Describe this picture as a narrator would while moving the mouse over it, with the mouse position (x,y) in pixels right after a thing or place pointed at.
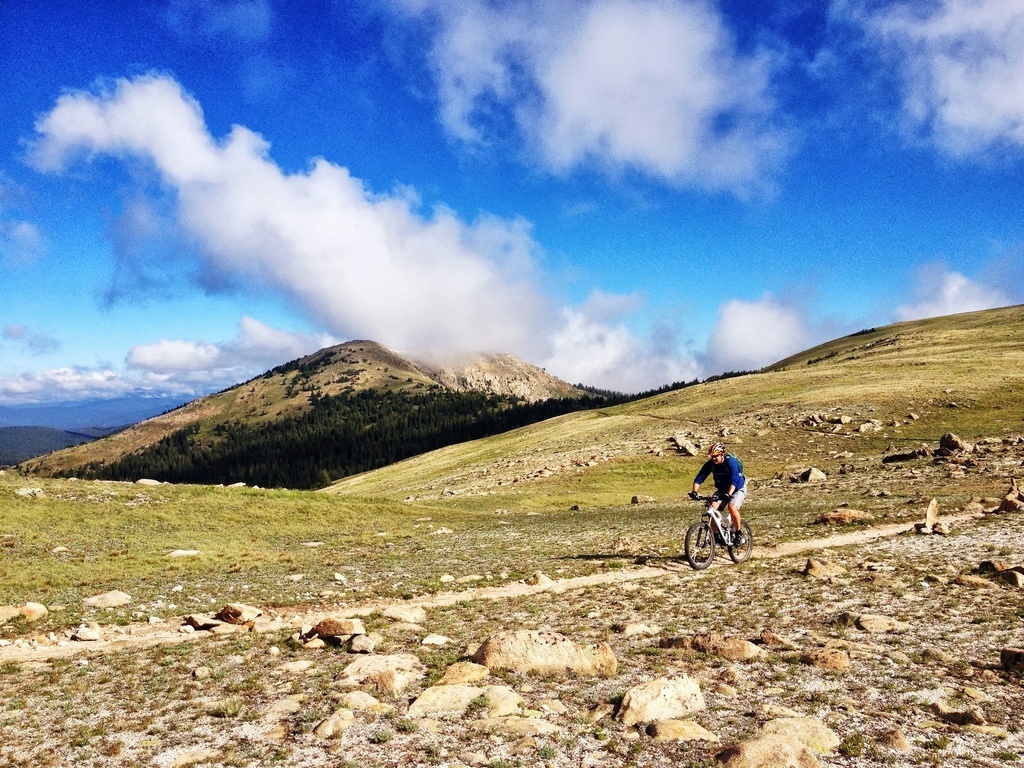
In this picture I can see a person (720,492) wearing the helmet (717,448) and riding the bicycle (717,526). I can see the hills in the background (294,403). I can see trees (350,411). I can see clouds (274,239) in the sky (629,218).
